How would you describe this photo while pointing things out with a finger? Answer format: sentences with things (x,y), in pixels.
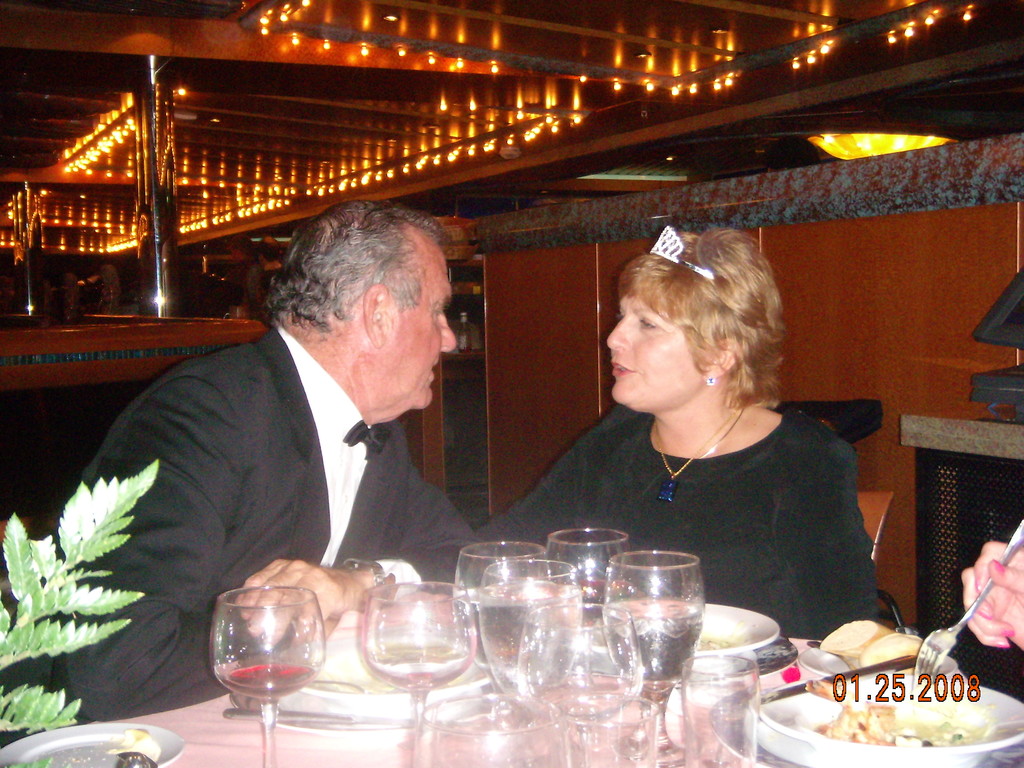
In this image, we can see persons (737,464) wearing clothes (334,448) and sitting in front of the table (221,735). This table (223,739) contains glasses (410,652) and plates (108,739). There is a person hand (1002,577) holding a fork (941,630). There is a plant (39,638) in the bottom left of the image (56,589). There is a date (905,693) in the bottom right of the image (891,691). There are lights (255,199) at the top of the image (677,86). There are pillars (167,205) in the top left of the image (28,247).
